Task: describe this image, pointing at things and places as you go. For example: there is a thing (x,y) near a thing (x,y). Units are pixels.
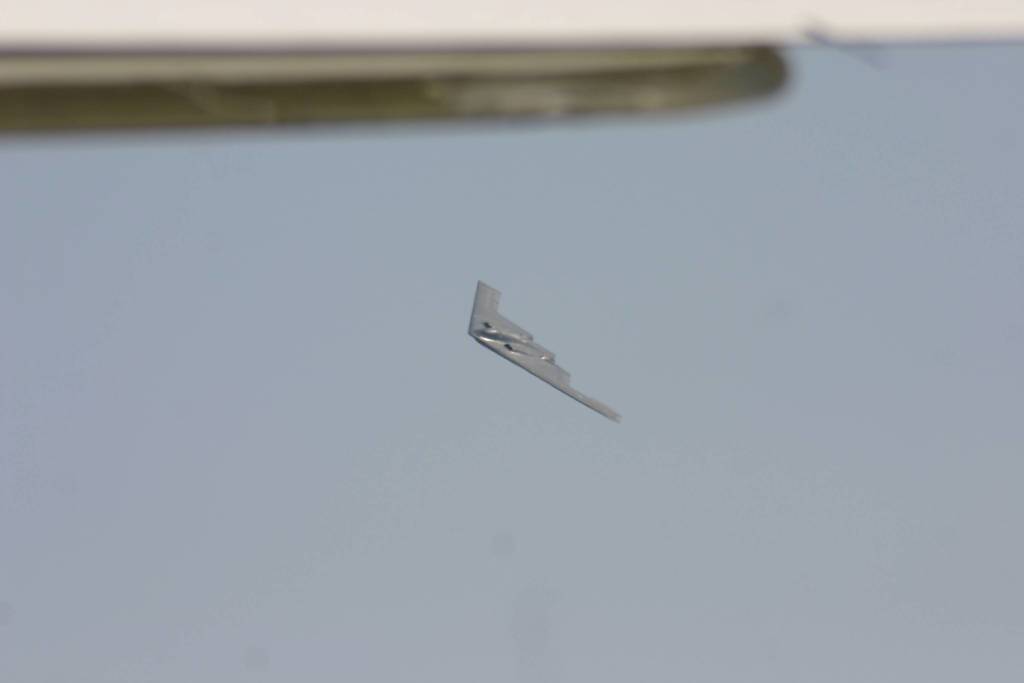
In the middle of this image (534,343), there is an aircraft (505,346) flying in the air (429,304). At the top of this image (662,28), there is an object (556,54). In the background (891,247), there are clouds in the blue sky (417,603).
